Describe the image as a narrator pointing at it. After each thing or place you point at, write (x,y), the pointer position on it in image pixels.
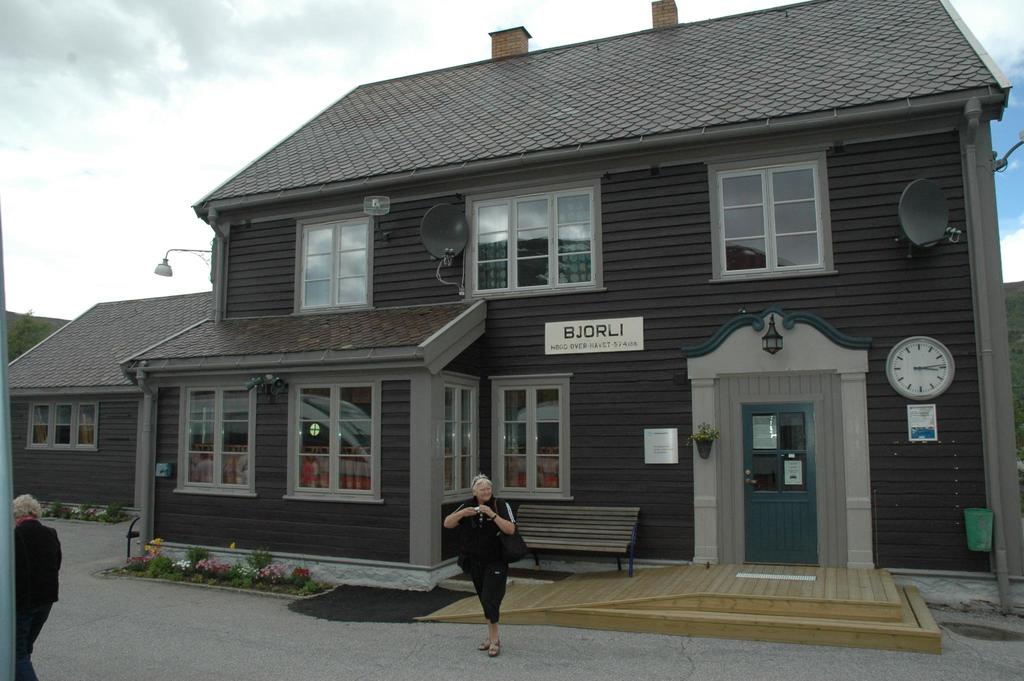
In this picture there is a building (588,368) and there are boards (638,337) and there is a clock (920,386) and there is a plant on the wall (844,298) and there is text (616,345) on the boards (616,334). In the foreground (217,576) there are two people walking and there are flowers (276,562) and plants (104,518). At the top (189,189) there is sky (329,65) and there are clouds (303,61). At the bottom (730,673) there is a road (949,641). At the back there are trees (1017,389).
